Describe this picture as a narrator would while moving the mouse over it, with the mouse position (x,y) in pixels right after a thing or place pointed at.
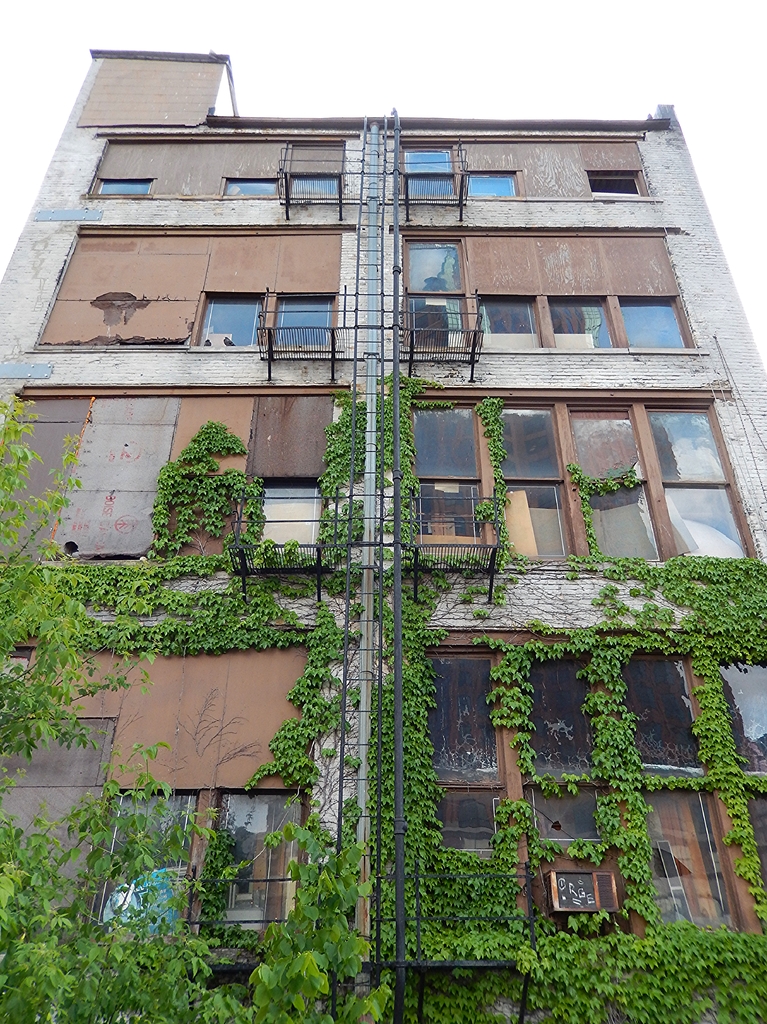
In this image in the center (445,491) there is a building (369,483) and on the wall (253,666) of the building (238,709) there are plants (373,725).
